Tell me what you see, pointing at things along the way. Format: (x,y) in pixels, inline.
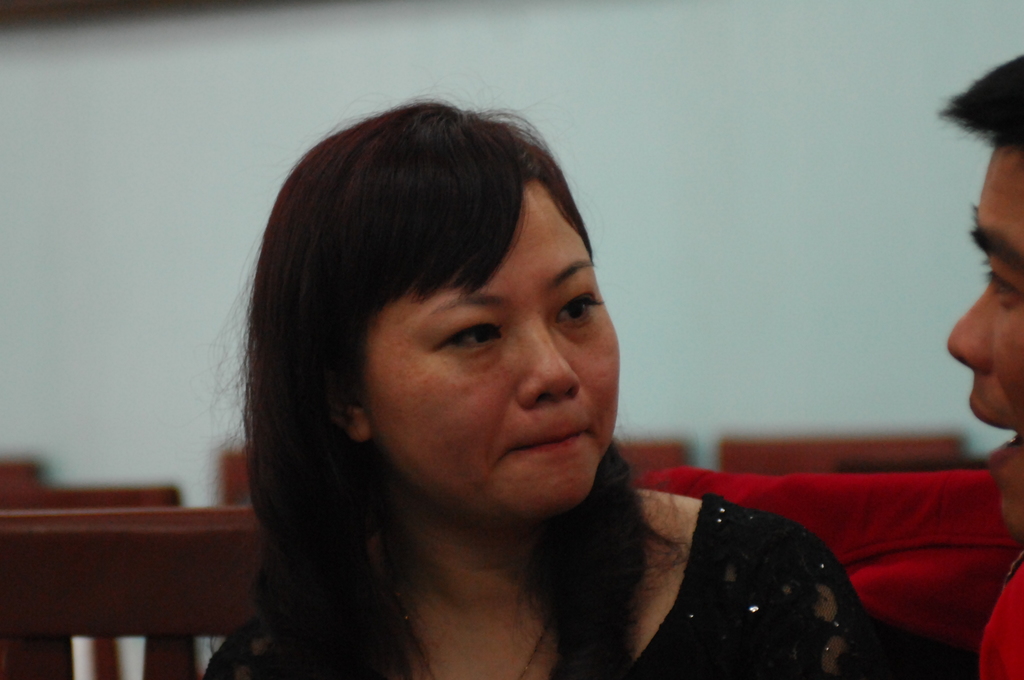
In this picture we can see there are two people (593,418) and behind the people (375,521) there are some items (662,454) and a wall (789,250).
